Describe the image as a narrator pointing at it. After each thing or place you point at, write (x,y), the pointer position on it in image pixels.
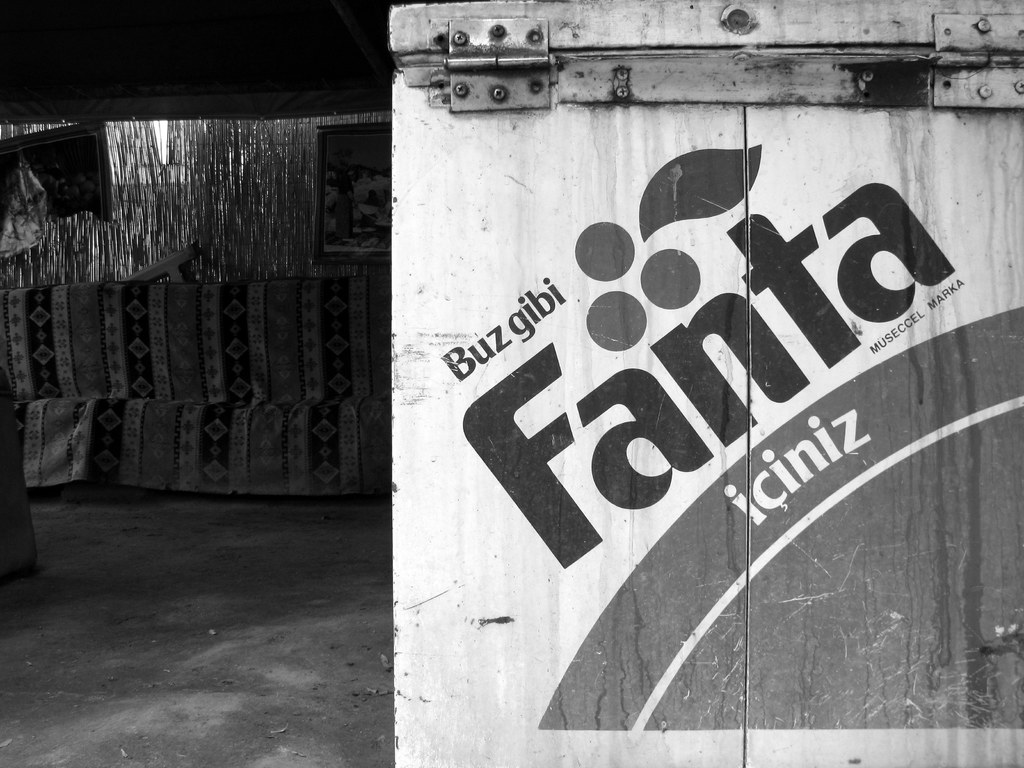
In this image we can see a box (703,365) on which it is written as fanta and in the background of the image (186,305) there are some more items (217,303).
